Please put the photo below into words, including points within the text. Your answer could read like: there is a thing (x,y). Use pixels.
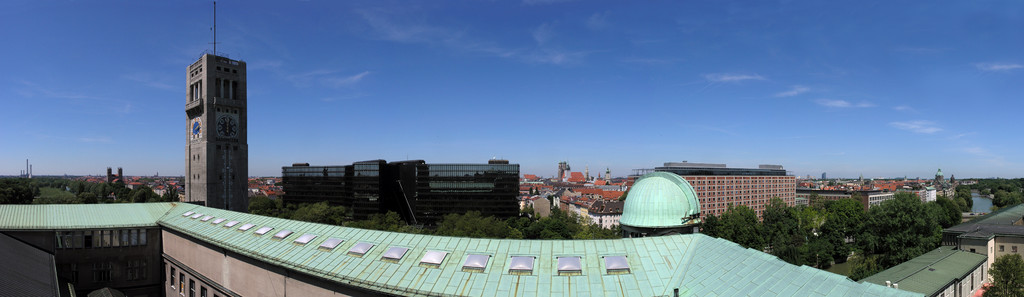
It is the panorama image in which we can see the entire city (661,190). In the image there are so many buildings (692,173). At the top (654,65) there is the sky (630,65). On the left side (205,120) there is a building (211,157) to which there is a clock (199,138). At the bottom (801,229) there are some trees (833,226).
